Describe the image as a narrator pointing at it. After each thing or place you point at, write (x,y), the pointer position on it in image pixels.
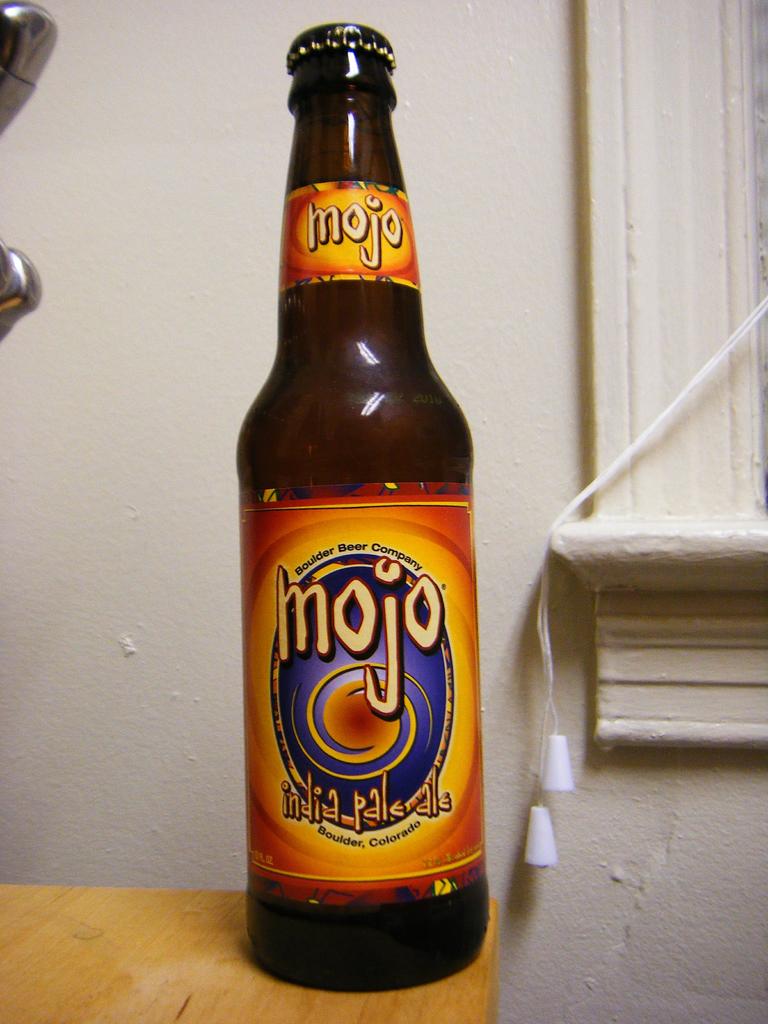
In this picture we can see a bottle (267,882) placed on a wooden table (199,941) and in the background (166,65) we can see the wall (211,206).
